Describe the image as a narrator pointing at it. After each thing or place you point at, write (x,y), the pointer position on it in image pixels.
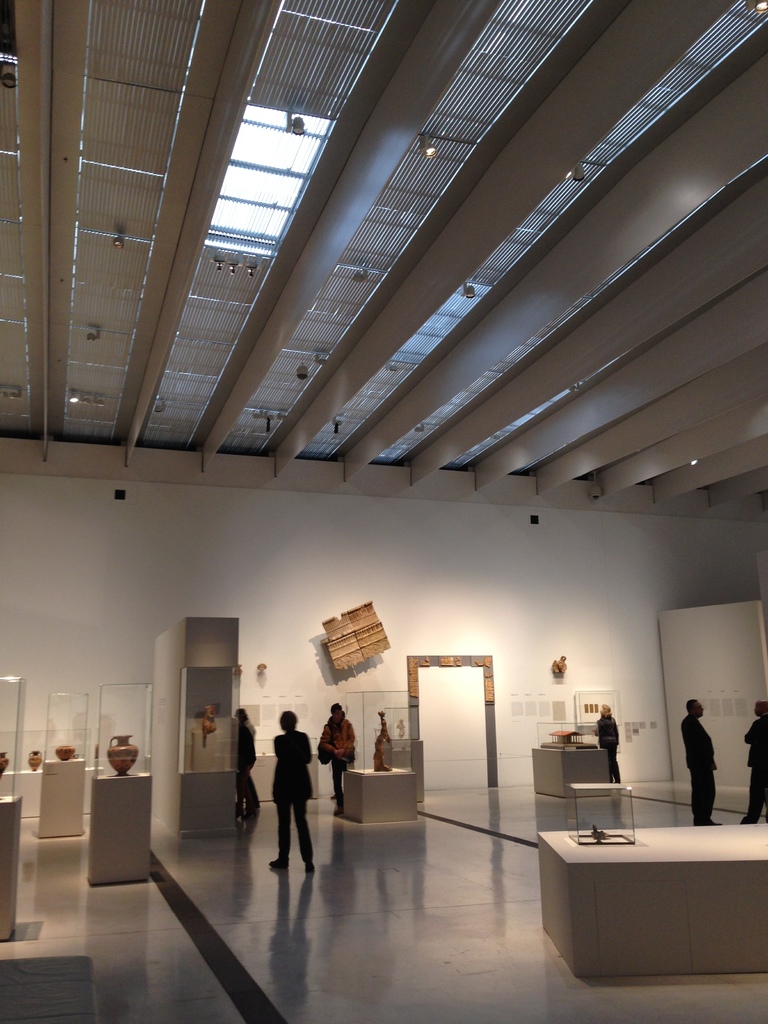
In this image we can see a museum (370,751). There are some objects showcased in the image. There are few people (613,753) in the image. There are few objects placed on a wall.
